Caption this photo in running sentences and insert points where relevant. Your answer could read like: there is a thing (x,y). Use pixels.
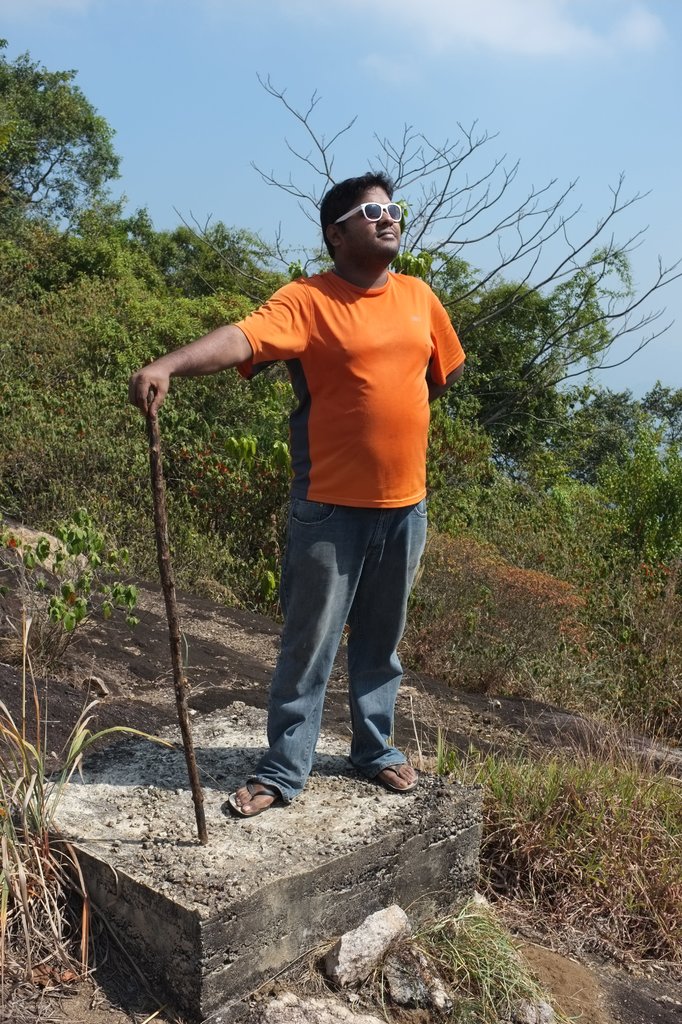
In this picture I can see there is a man (377,462) standing and holding the stick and standing on the rock (244,723) and I can see there are trees (515,477) and plants (474,491) in the backdrop (133,520). The sky (374,125) is clear.
